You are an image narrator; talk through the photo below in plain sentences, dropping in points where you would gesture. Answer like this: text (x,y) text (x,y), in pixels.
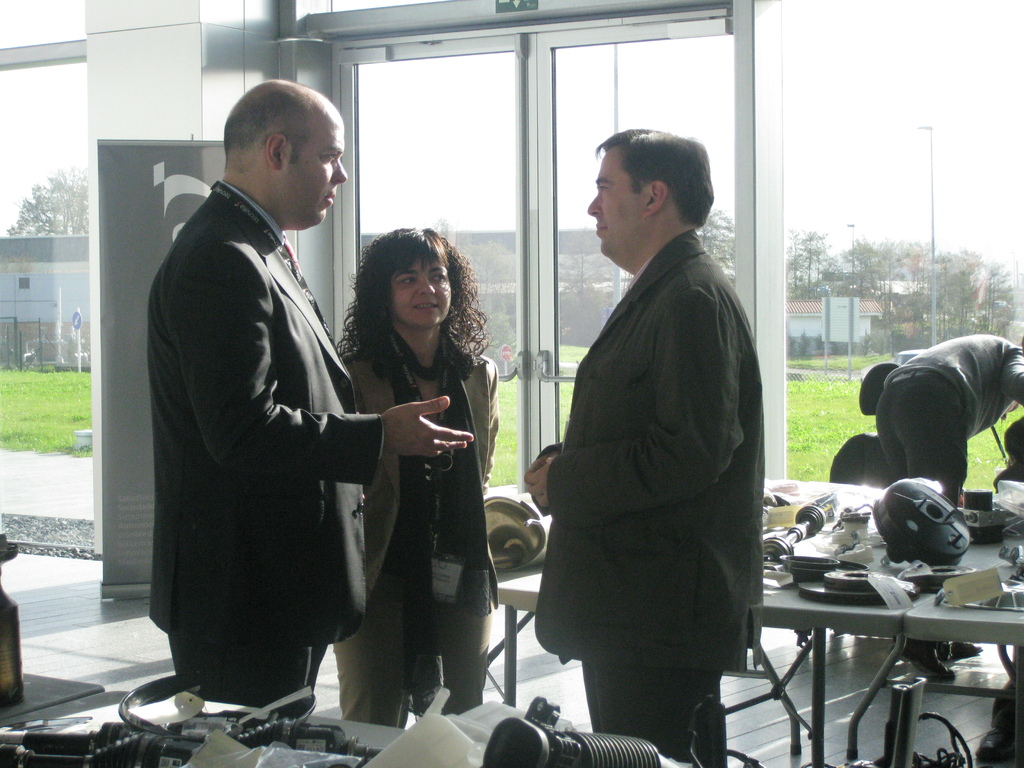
In this image there are three persons (408,450) standing, on either side of the persons (628,577), there are tables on that table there are few objects (493,722), in the background (684,115) there is a glass wall (948,181) to that wall (78,9) there are door (464,248) through that glass wall (822,278) trees (791,274) and buildings (84,340) are visible.
